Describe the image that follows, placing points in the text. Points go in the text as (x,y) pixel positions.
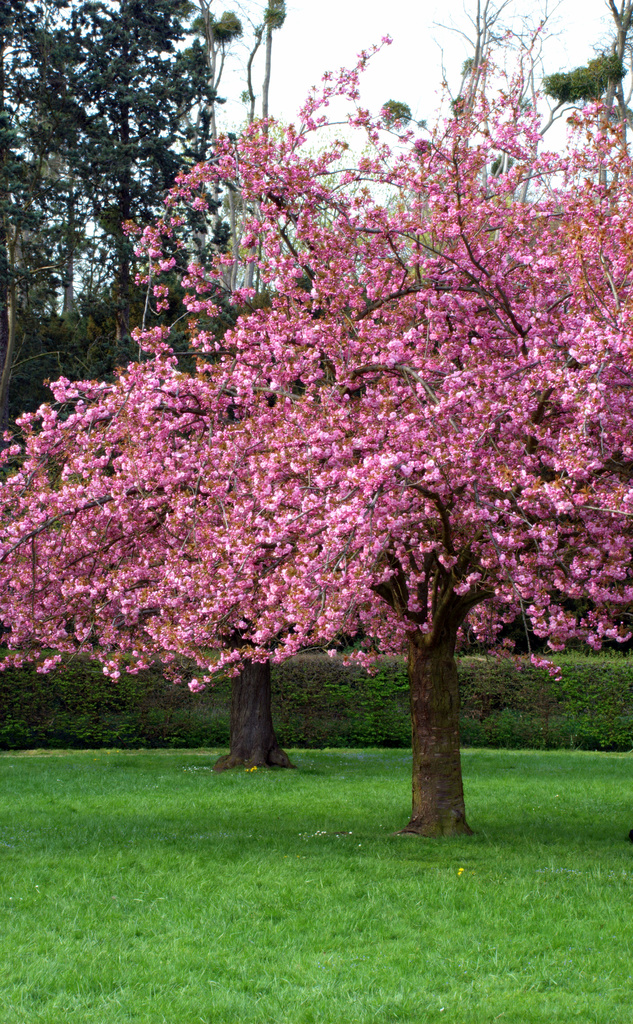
In the image there is a tree (353,523) with pink flowers (491,364) in the garden (279,951) and behind it there are many plants (190,669) and trees (270,725).
